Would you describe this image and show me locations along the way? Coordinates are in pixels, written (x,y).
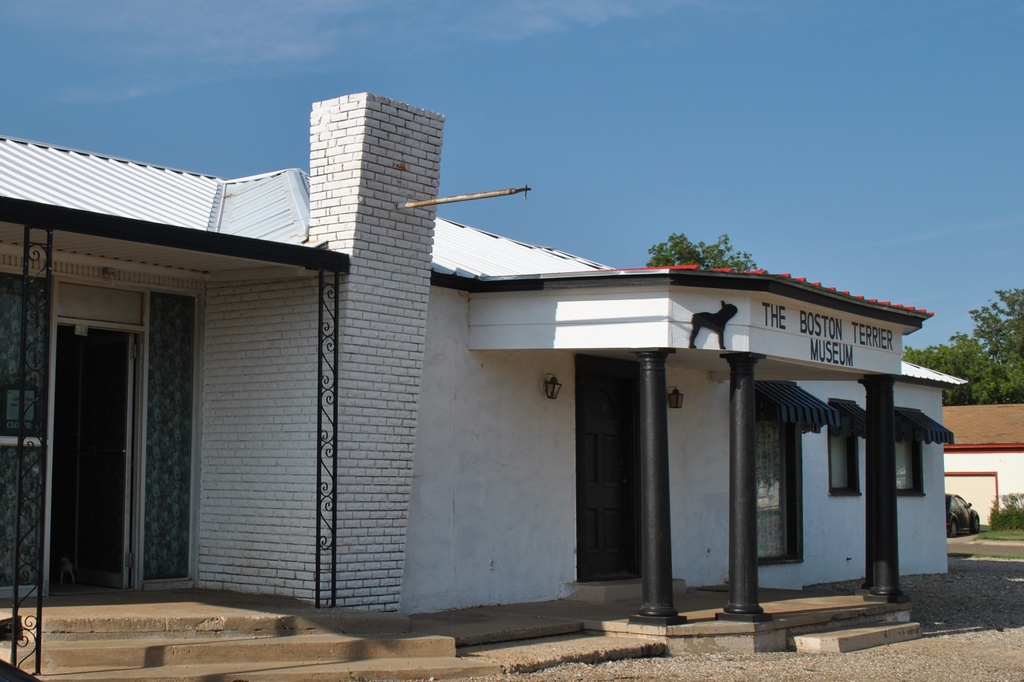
In this image we can see a house (429,388) with pillars (875,499) and also stairs (277,641) at the entrance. We can also see the text (818,312) and depiction of an animal (724,312) at the top of the house (559,345). On the right (997,430) there is also another house (1001,431). We can also see the car (965,517), plant (997,518), grass (1022,535), trees (681,246) and also the path (956,640). Sky (519,55) is also visible.
